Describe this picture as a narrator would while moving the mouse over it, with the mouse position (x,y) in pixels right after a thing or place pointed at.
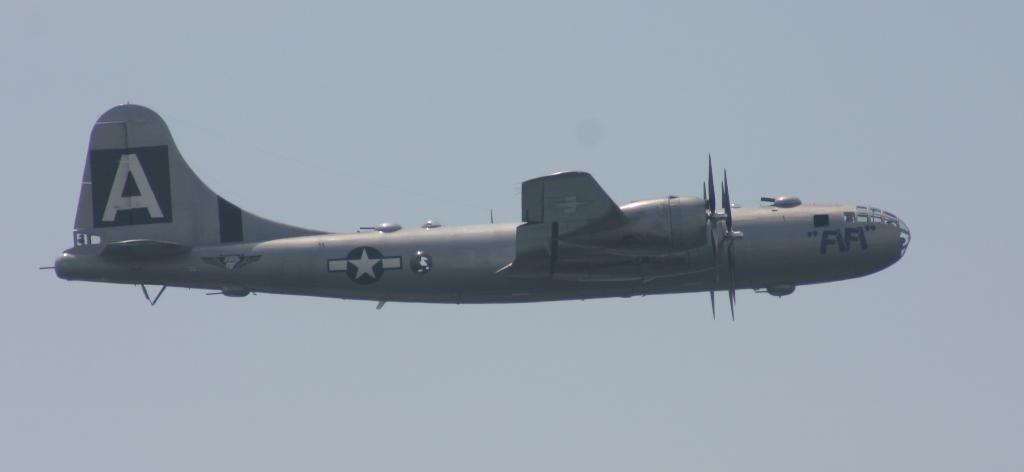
In this picture there is an aircraft (674,252) flying. At the top (603,92) there is sky (664,82).
